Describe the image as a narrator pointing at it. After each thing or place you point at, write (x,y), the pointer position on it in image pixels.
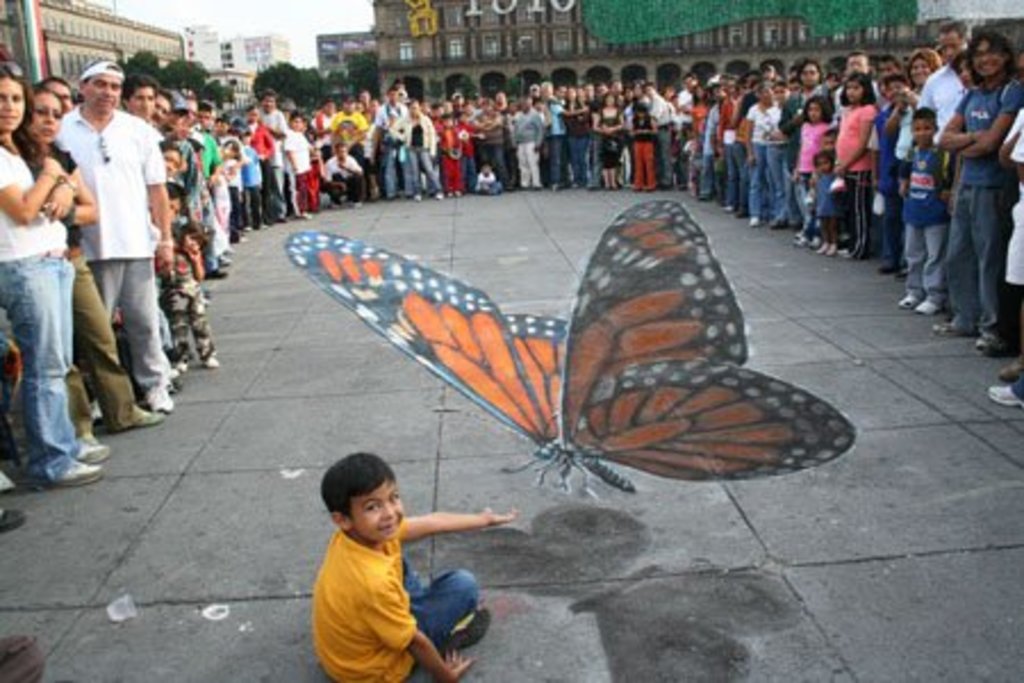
In this picture I can observe a painting (506,359) of a butterfly (435,321) on the floor (425,439). There is a kid (393,622) sitting on the floor (285,582). There are some people (206,174) standing around this painting (466,364). There are men (113,253), women (604,129) and children (937,185) in this picture. In the background (386,37) there are buildings (344,47), trees (307,75) and a sky (291,57).
